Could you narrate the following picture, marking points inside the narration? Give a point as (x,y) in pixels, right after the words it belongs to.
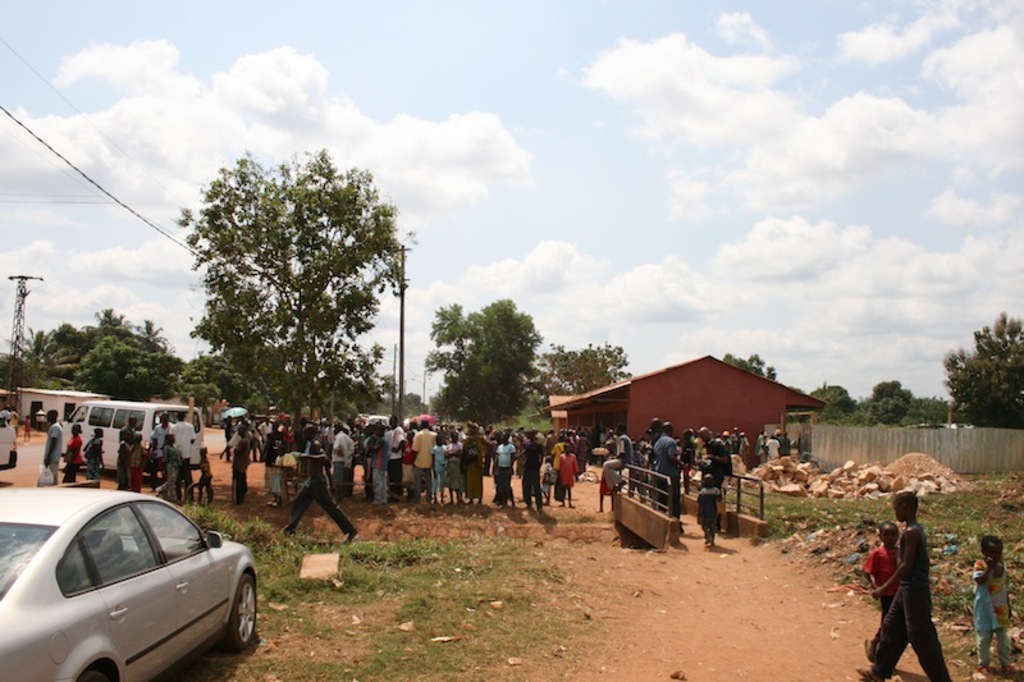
In this picture we can observe some vehicles (118,536) parked on the land (265,552). There are some people (340,477) standing. There are men (343,455) and women (459,469) in this picture. We can observe trees (242,343) and a sky (221,100) with some clouds (884,282).
